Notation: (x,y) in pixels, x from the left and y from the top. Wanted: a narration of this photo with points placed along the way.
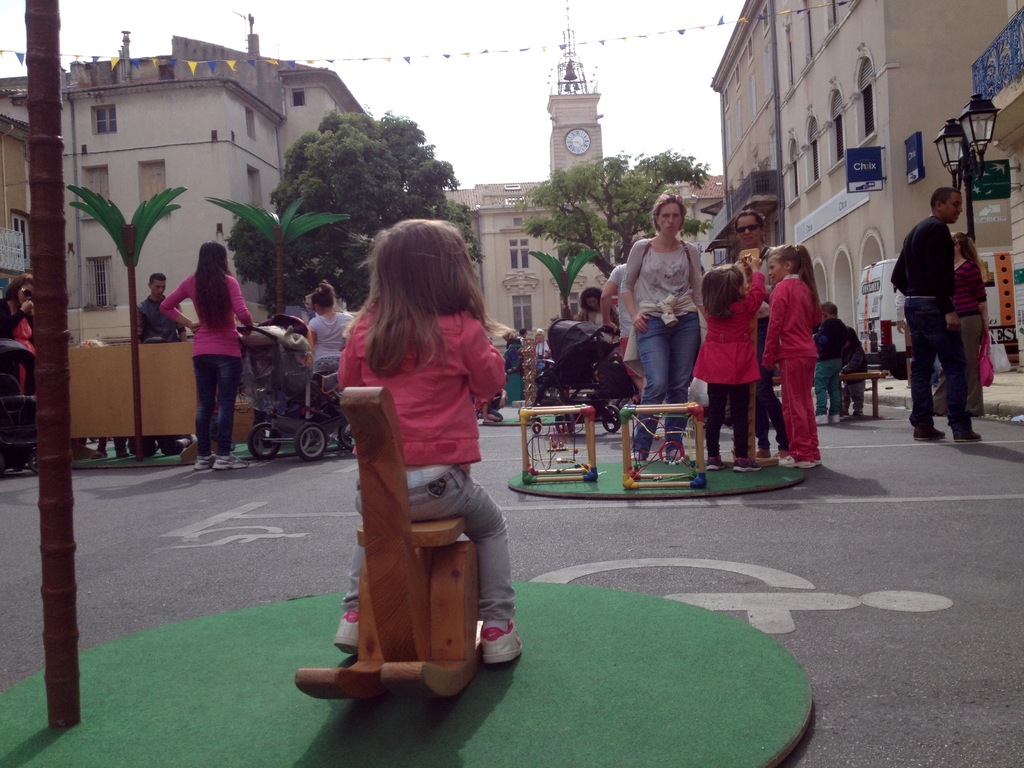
In this picture we can see a girl (454,349) is sitting on a wooden toy (416,559). On the left side of the girl (415,438) there is a pole (61,139). In front of the girl (413,349), there are some objects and a group of people (606,315) standing and a woman (205,304) is holding a stroller (284,372). Behind the people (313,334) there are poles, trees (583,222), buildings (725,120) and the sky (489,5). On the right side of the people (669,294) there is a vehicle (864,293), boards (979,173) and a black pole (962,145) with lights (949,154).
